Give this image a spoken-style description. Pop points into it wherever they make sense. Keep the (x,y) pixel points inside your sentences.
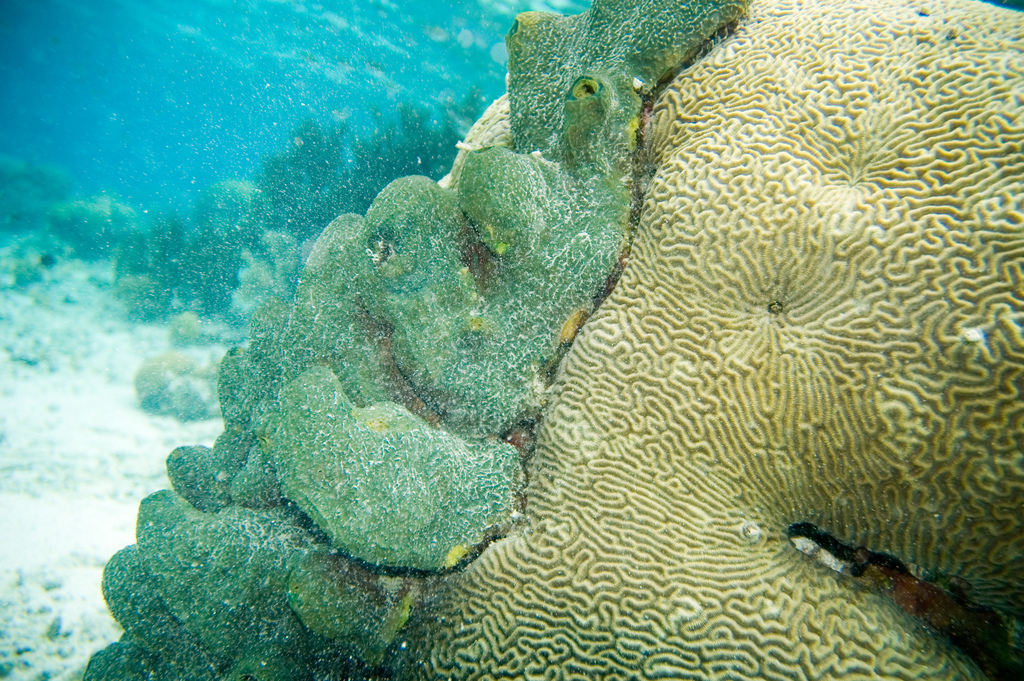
On the left side (280,317), there are sponges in the underground of the water (457,20). On the right side (937,512), there are corals (663,189) in the underground of the water (212,152). In the background (376,147), there are sea plants (391,136). And the background (478,21) is blue in color.
